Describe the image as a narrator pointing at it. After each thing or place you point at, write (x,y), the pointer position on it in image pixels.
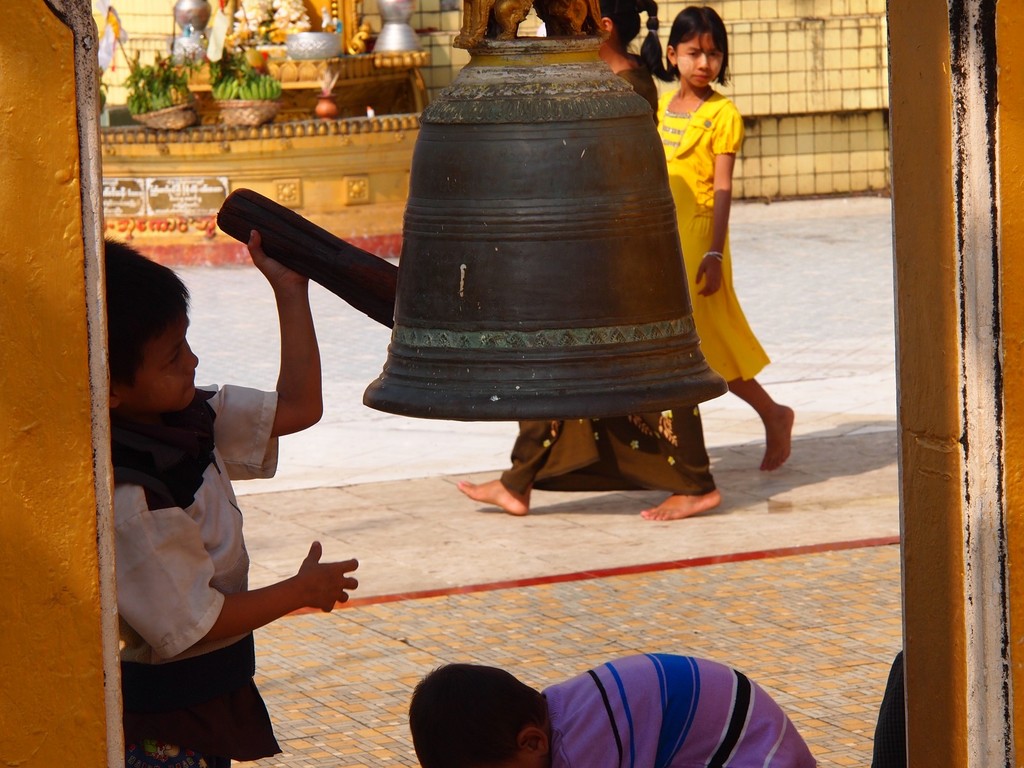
This image consists of a boy (193,592) ringing the bell (517,365). At the bottom (520,642), there is a floor (524,623). In the background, there are people (669,410) walking. To the left (11,400), there is a wall (37,560).
